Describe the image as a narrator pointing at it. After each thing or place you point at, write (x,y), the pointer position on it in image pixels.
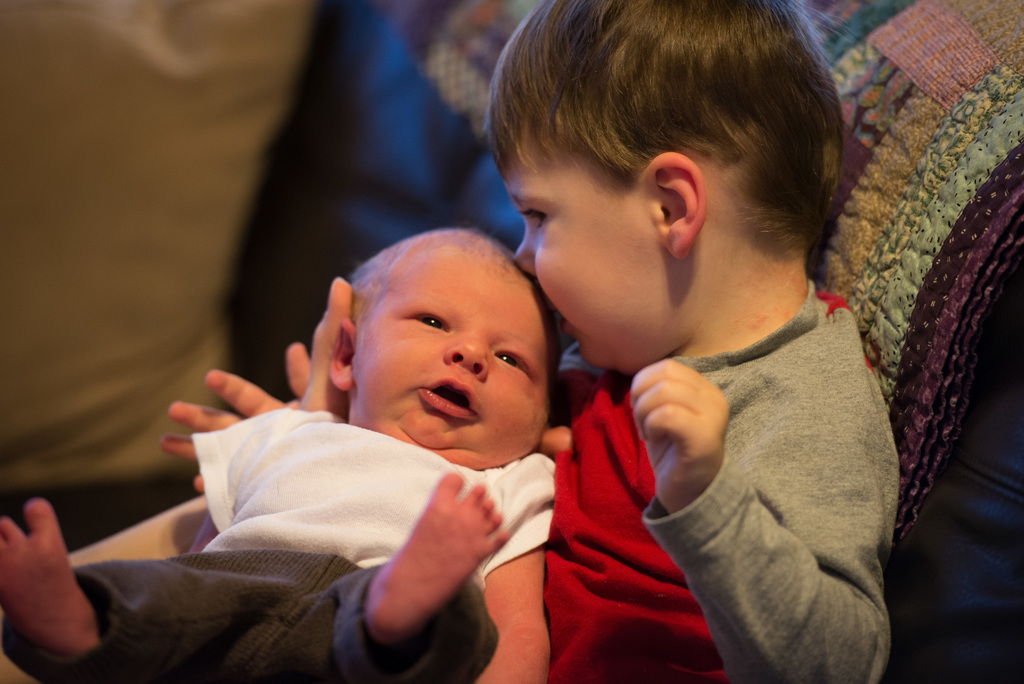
In this image I can see the kid (640,557) is holding the baby (474,434) and they are wearing different color dresses (632,460). Background (84,259) is blurred.
